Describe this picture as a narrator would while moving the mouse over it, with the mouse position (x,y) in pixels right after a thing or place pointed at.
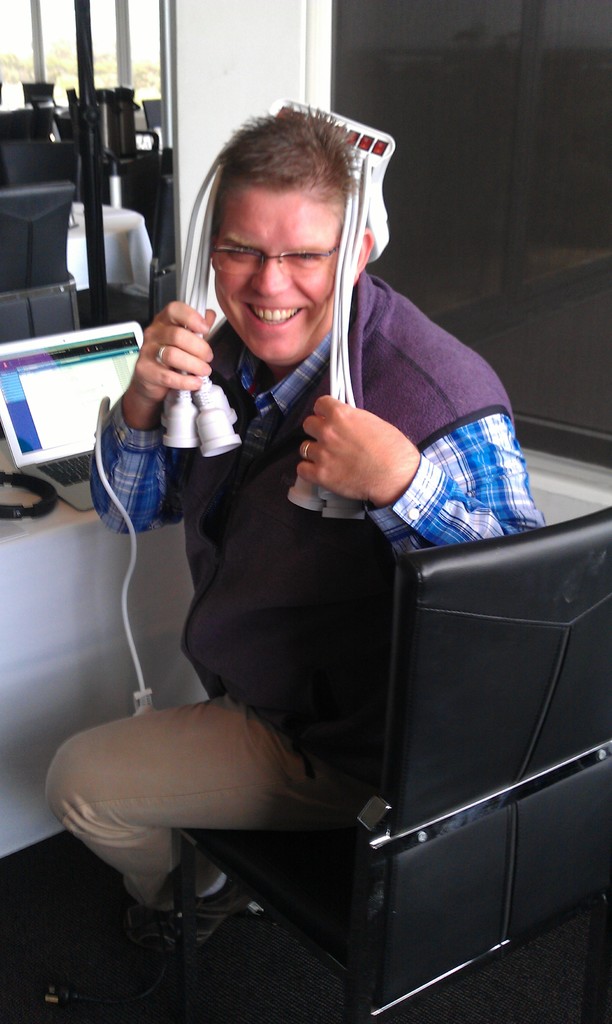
In this image there is a man (271,625) sitting in the chair (284,855) and keeping the power strip (366,150) on his head (285,132). On the left side (68,403) there is a laptop (57,417) on the desk (73,519). Beside the laptop (41,469) there is a headphone (36,514). At the top (37,119) we can see that there are so many chairs (76,156) on the left side (31,172).
